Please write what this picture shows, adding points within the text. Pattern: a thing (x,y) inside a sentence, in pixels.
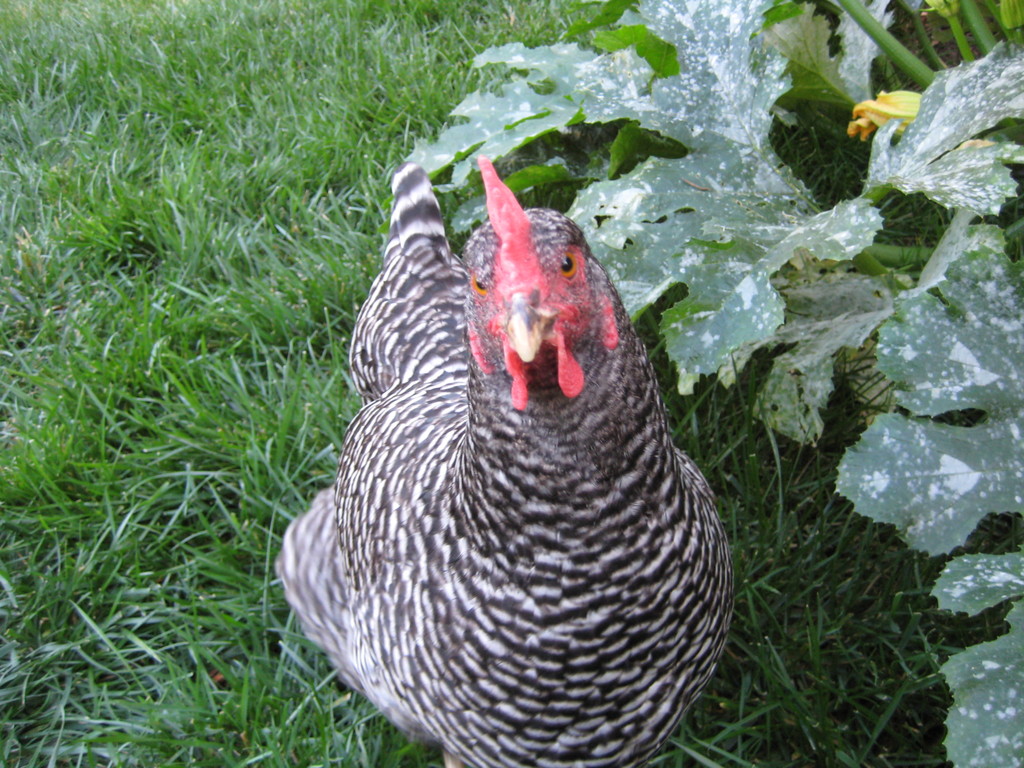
On the right side of the picture (712,133) there is a plant (718,135) and flower (886,114). In the center of the picture (465,273) there is a hen (433,396). In the picture there is grass (812,543).
